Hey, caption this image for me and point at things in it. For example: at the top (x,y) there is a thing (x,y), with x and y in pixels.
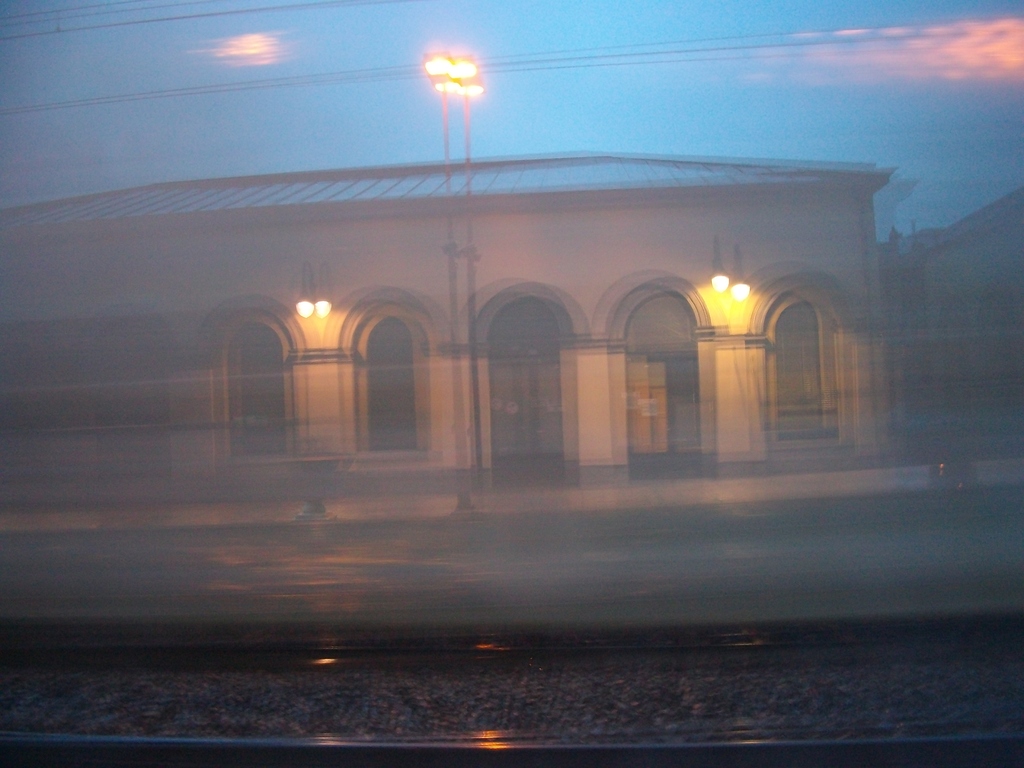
This is a blur image and it is clicked in the dark. At the bottom of the image (402,734) I can see the railway track (255,680). In the background (511,342) there is a building (432,342) and a pole (469,216), on the top of it I can see a light (461,63). On the top of the image (177,40) I can see the sky (285,57) and wires (220,87).
